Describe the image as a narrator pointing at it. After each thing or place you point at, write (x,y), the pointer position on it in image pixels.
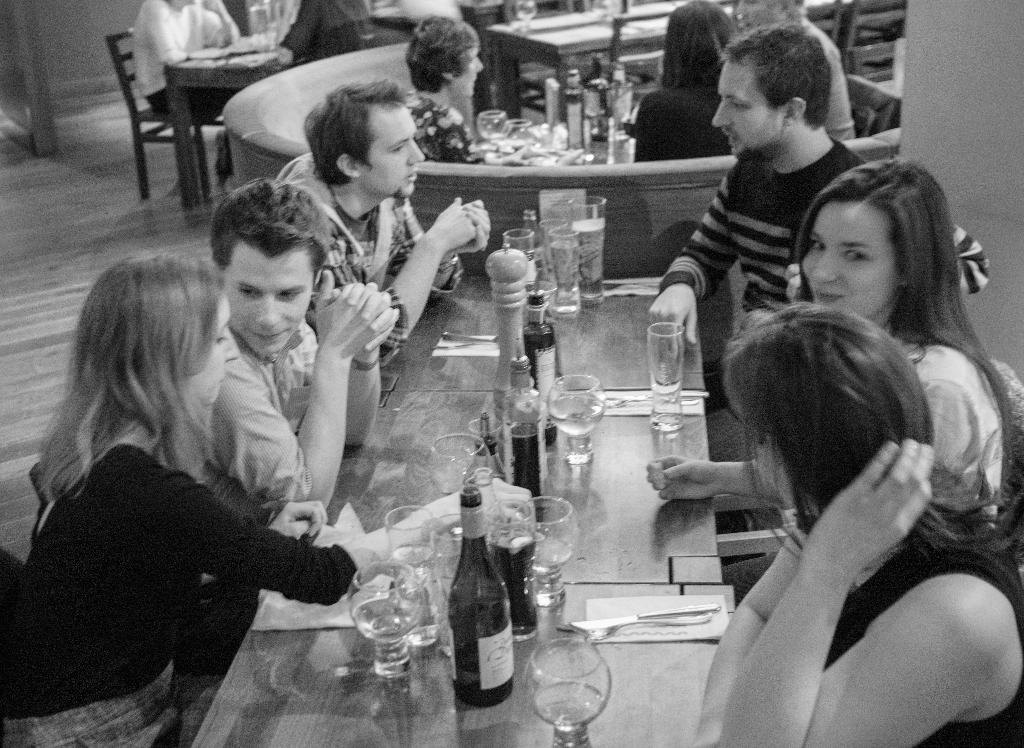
On the table (610,493) glass (672,387), bottle (544,343), spoon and people (863,468) are sitting around the table (613,506), here there is chair (140,113).
